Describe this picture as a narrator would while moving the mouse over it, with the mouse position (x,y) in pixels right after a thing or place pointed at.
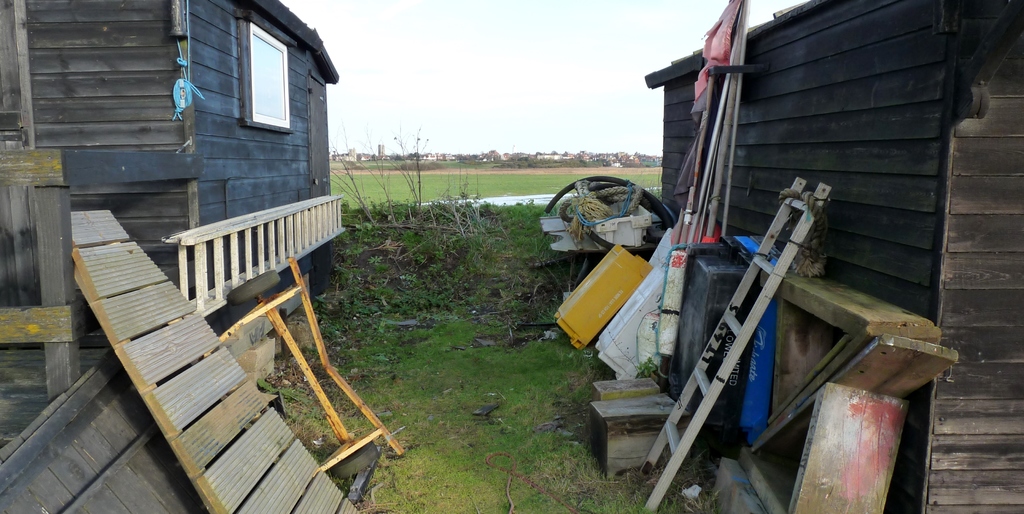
In this image on the right side (888,214) and left side (176,196) there are two houses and ladder (713,396) boxes (782,307) ropes (591,213) wooden sticks (686,240) and pipes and some containers (603,229). At the bottom (425,451) there is grass (425,451) and some plants (423,247), in the background (611,159) there are some buildings (438,156) and houses (626,159). On the top of the image (447,83) there is sky (515,144).
